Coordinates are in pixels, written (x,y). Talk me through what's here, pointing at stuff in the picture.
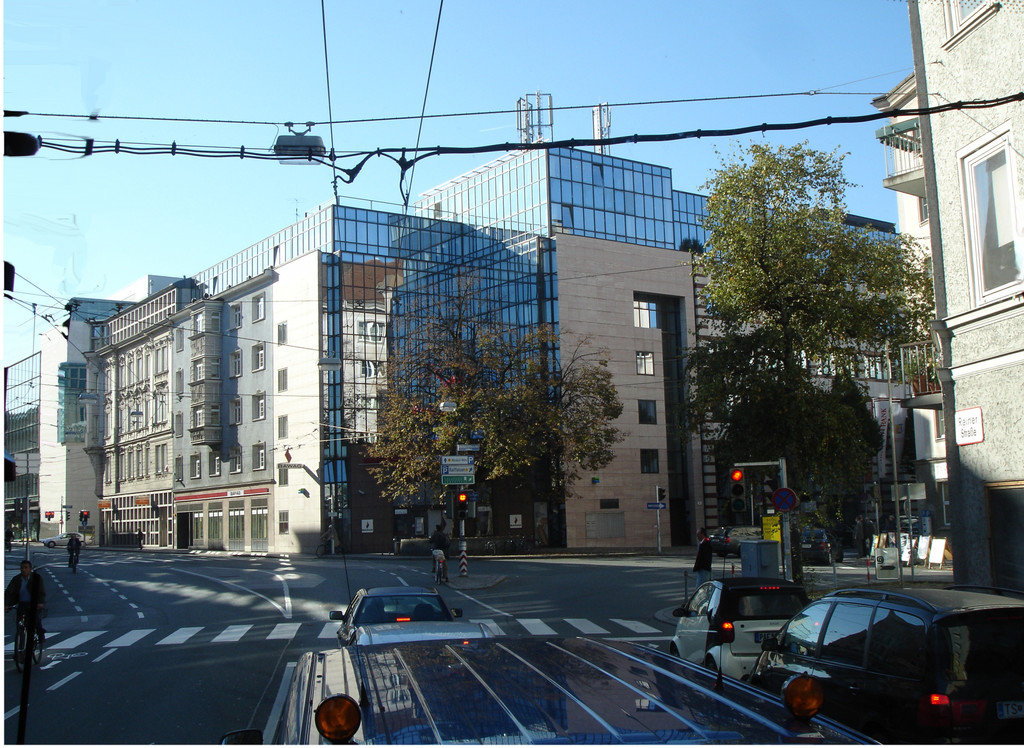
This image consists of many buildings (512,317). In the front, there are trees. At the bottom (187,682), there is a road (240,680). On which there are vehicles (625,664). And we can see the signal poles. At the top (360,54), there is sky (268,68). On the left (42,620), we can see two persons (36,589) riding bicycles (21,651).
